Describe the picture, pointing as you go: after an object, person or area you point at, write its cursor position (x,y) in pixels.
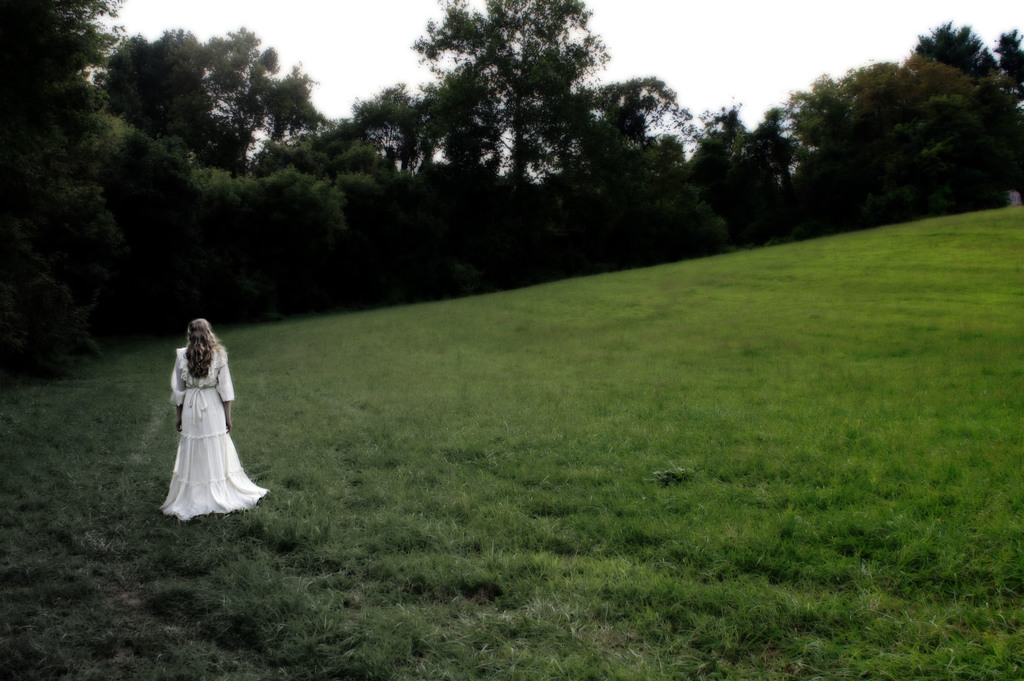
In this image there is a grassland (945,261), on that there is a lady (204,473) standing, in the background (211,205) there are trees (279,188) and the sky (737,73).
